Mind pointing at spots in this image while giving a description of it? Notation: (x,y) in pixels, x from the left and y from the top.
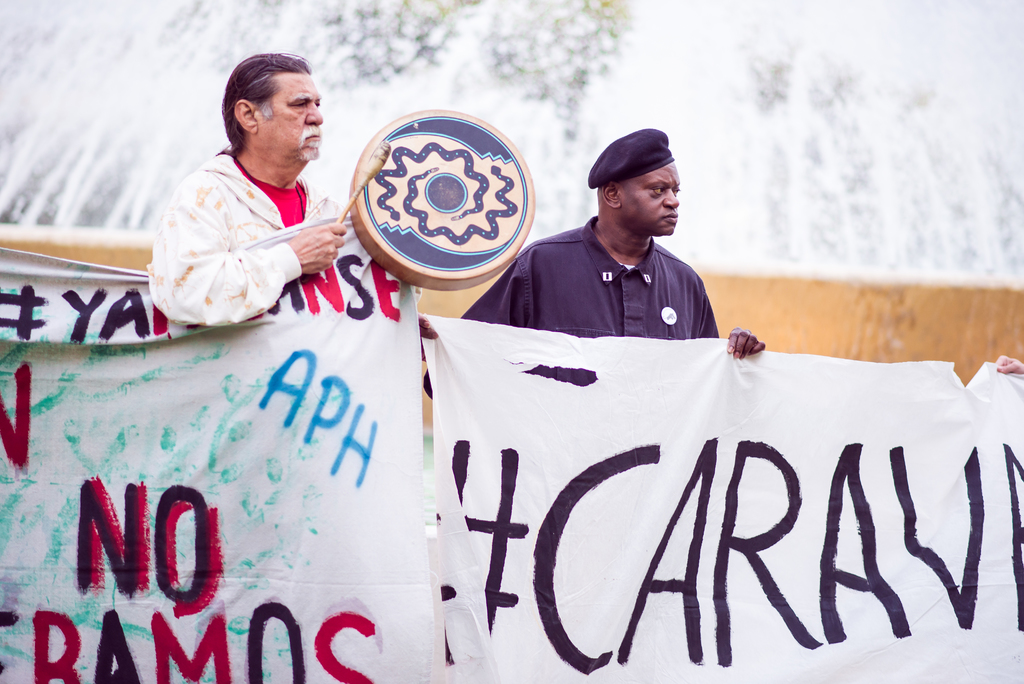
In this image we can see two men (338,226) standing and holding advertisements (513,493) in their hands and one of them is holding a drum (392,205) in his hands (304,235).
